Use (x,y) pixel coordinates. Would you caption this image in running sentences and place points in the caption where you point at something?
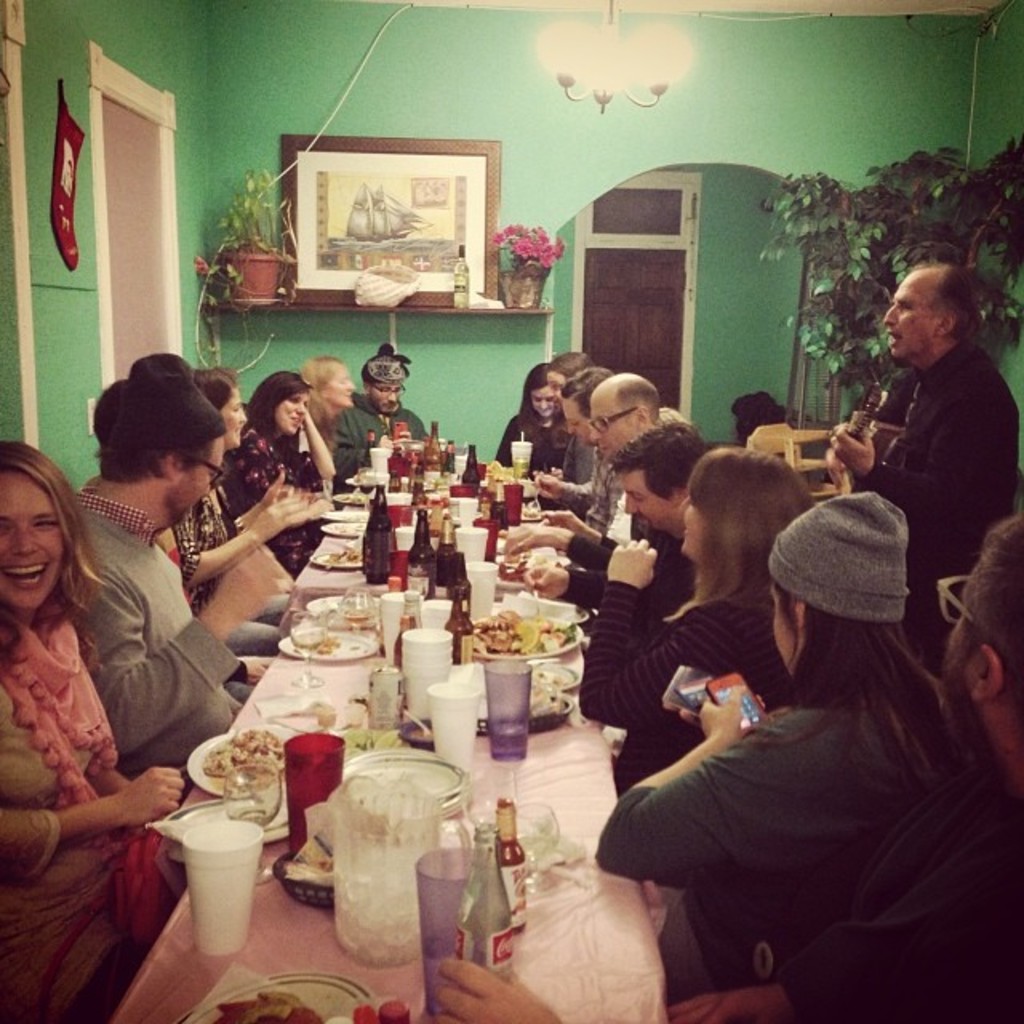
The picture looks like it is a dining hall (447,530), there is a big table (425,666) and there are many food items (428,555) kept on the table (613,914), there are group of people (192,598) sitting around the table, they are talking and laughing, beside them there is another person (926,469) standing and he is playing the music, in the background (432,261) to the wall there is a photo frame (405,176) and there are some plants (494,244) on the either side, to the right side (912,206) there is a tree (893,249), in the background (669,296) there is a door (661,310) and to the roof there are some lights (636,70).
